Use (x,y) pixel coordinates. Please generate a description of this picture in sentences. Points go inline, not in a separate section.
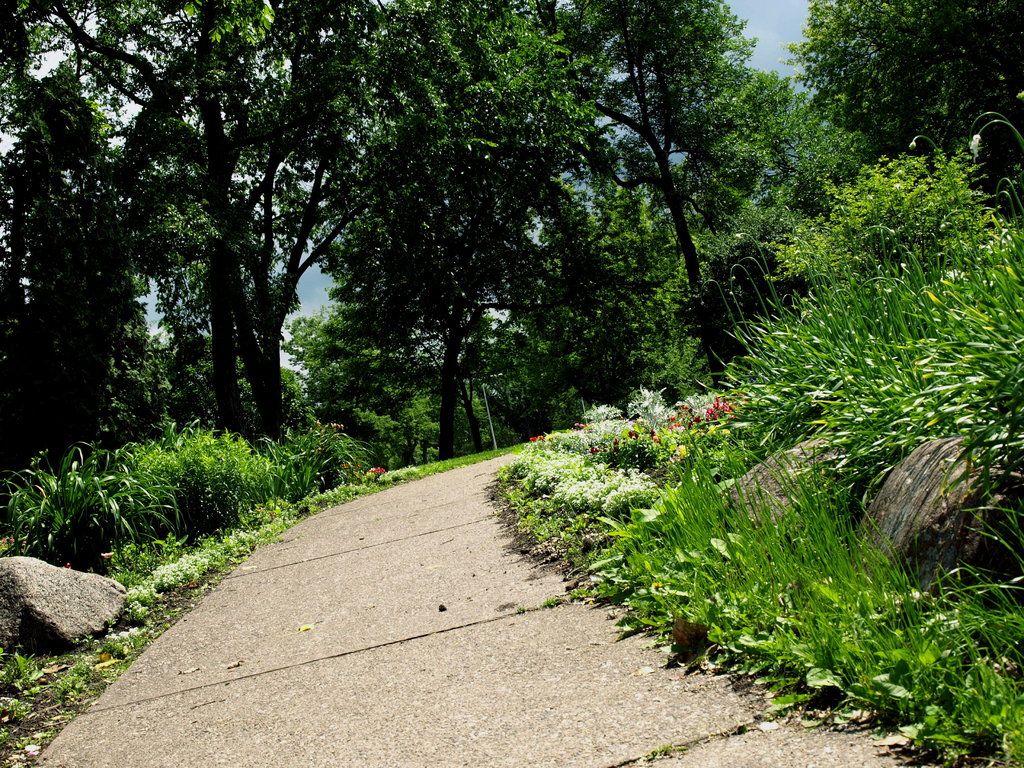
In this image I can see a pathway (384,608). Background (447,418) I can see few plants (555,472) and trees (569,208) in green color and sky (300,281) in blue color.
